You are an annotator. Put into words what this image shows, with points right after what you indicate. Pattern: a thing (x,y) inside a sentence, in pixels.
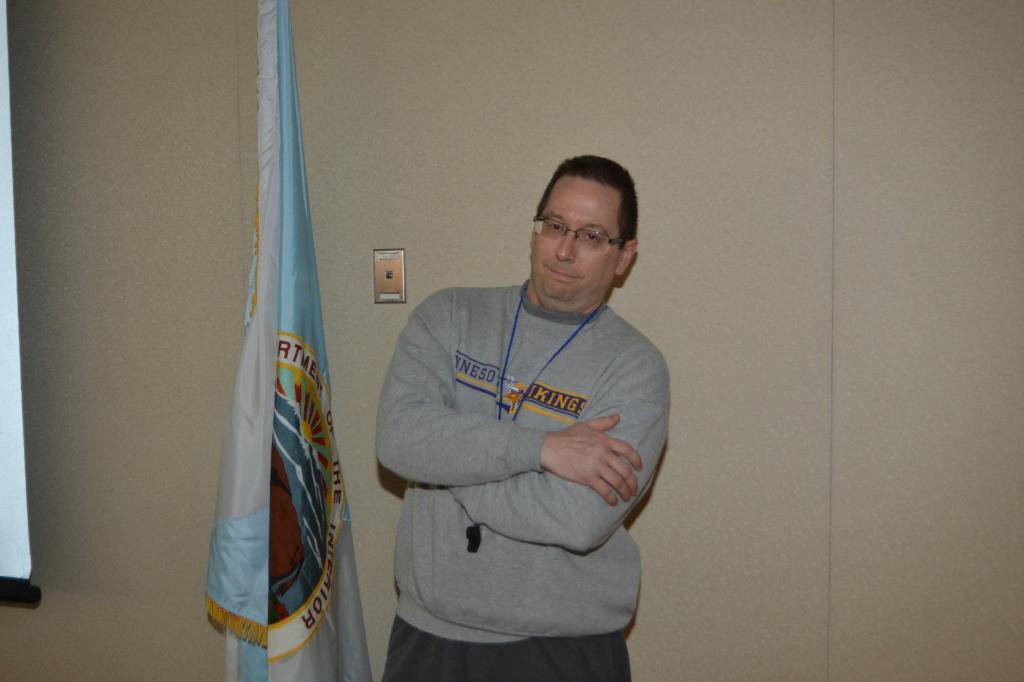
In this picture we can see a man (536,623) wearing a whistle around his neck (535,304). Near to him there is a flag (279,476). On the background (567,134) we can see a wall (385,176) with cream colour paint (434,268).
